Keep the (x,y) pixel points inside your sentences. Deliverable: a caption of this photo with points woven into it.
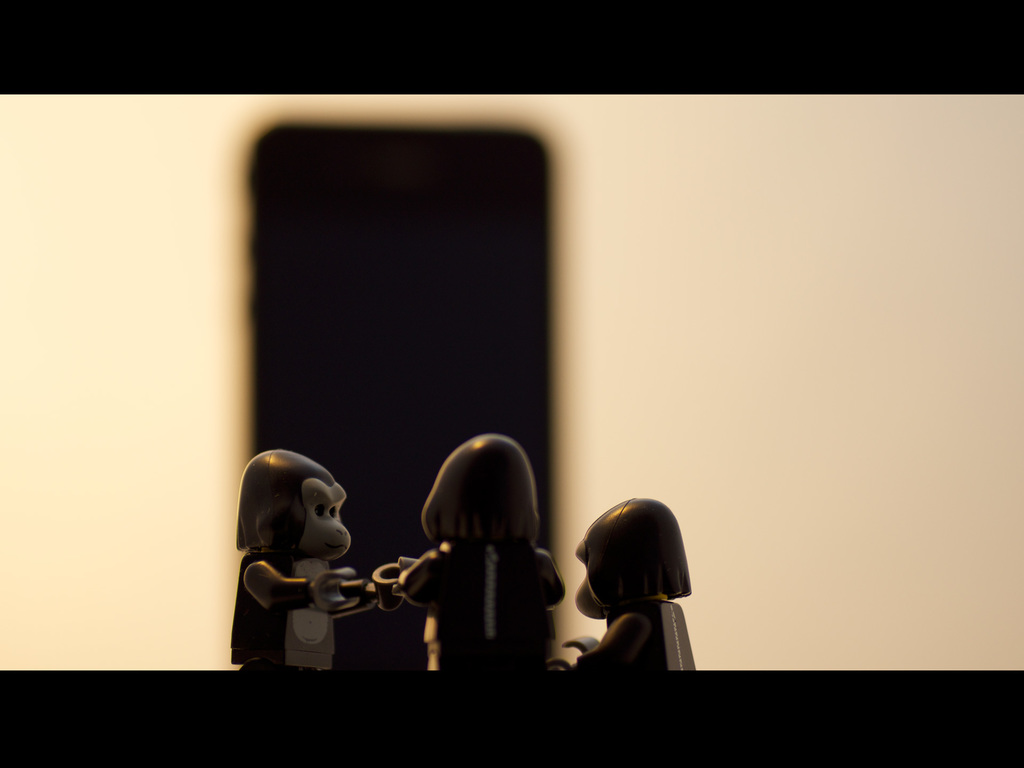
In the foreground of this picture (331,602), there are three toy monkeys (293,638) and a shadow (483,230) of a mobile (433,192) on a wall (658,227). On the top (322,40) and bottom there is a black border (186,703).
